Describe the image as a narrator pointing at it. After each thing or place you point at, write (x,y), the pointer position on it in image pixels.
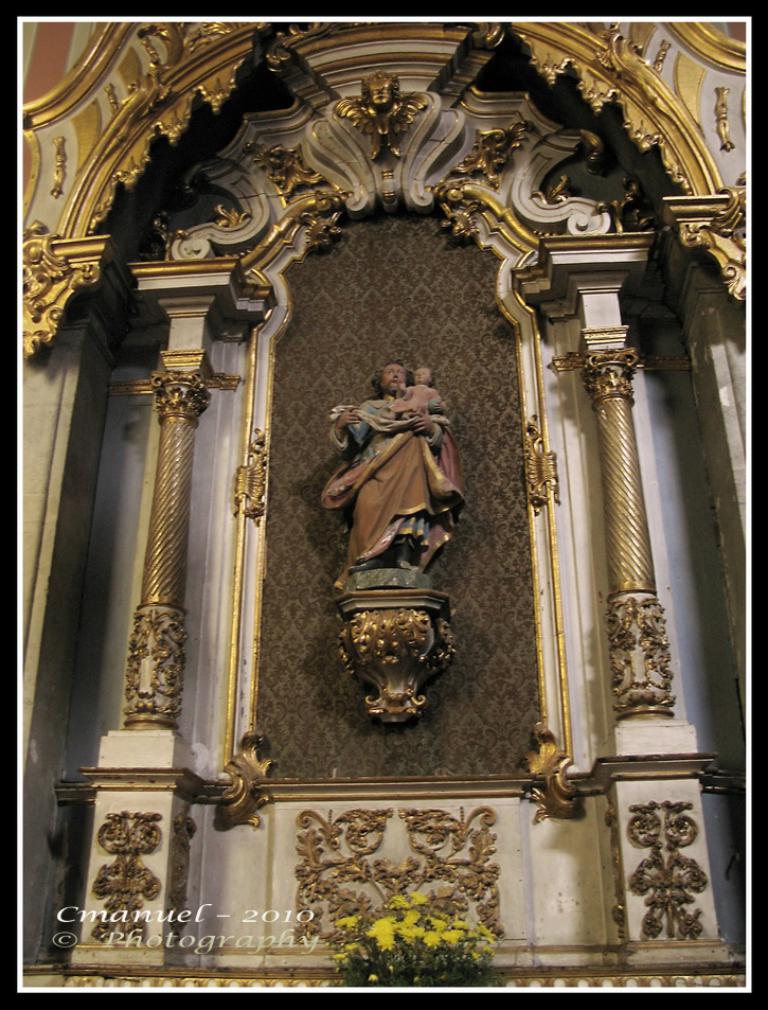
In the picture I can see a sculptures (353,646) and designs wall (236,226), in front (415,933) we can see some flowers (425,954).
